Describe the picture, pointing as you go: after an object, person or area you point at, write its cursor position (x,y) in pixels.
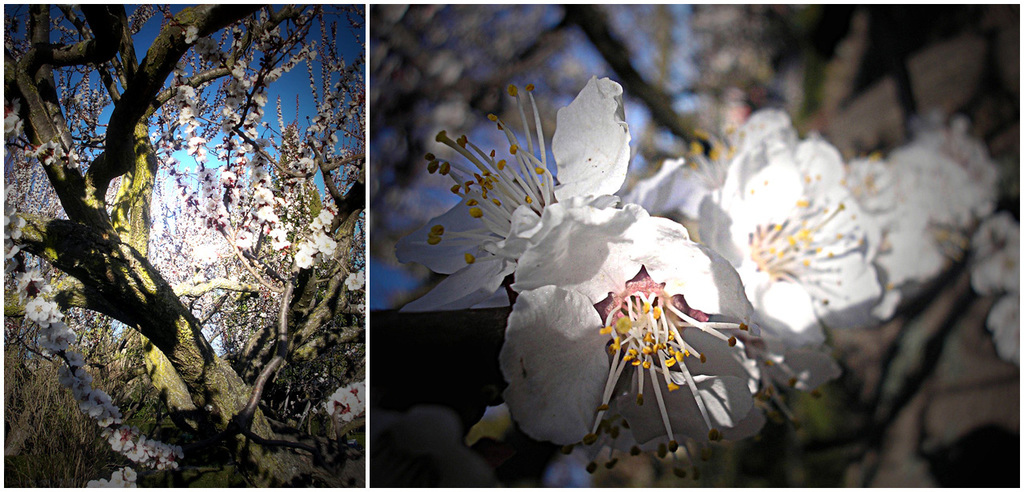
This is an edited image with the collage of two images. On the right (792,255) we can see the white color flowers (671,263). On the left (149,233) we can see the tree (119,299) and the flowers (194,226). In the background (271,97) there is a sky (273,91), trees (485,80) and some plants (88,433).
